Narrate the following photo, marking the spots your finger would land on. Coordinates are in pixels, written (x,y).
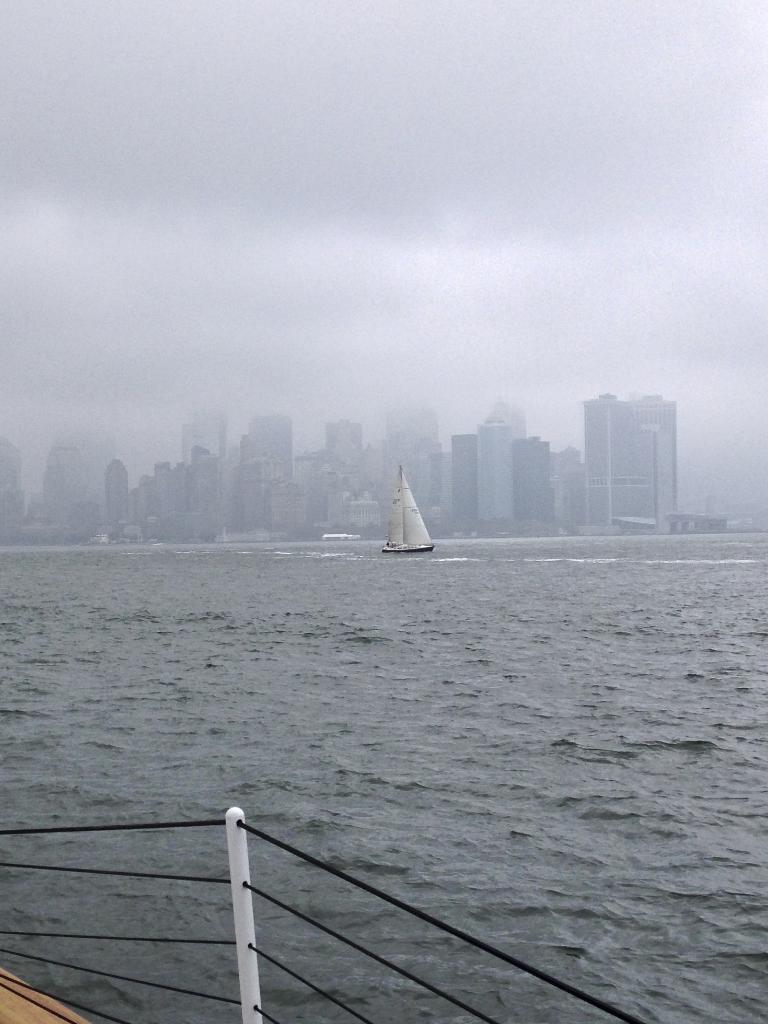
In this picture we can see water (571,813) at the bottom (589,809), there is a boat (412,534) in the middle (420,525), in the background (436,521) we can see buildings (443,465), there is the sky (477,281) at the top of the picture (359,183).
